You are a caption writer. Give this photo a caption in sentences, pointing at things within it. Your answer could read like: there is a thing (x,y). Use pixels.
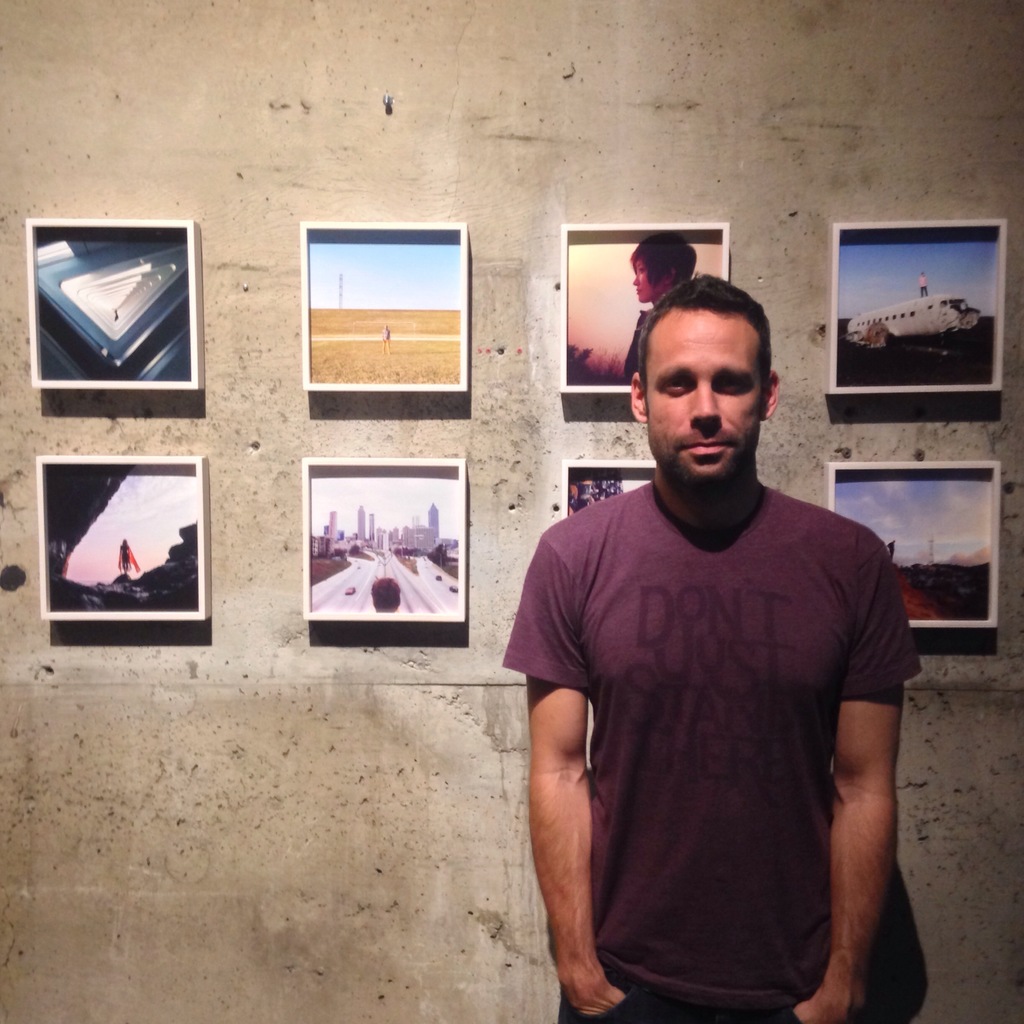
In the foreground of this picture (693,632), there is a man (724,756) standing near a wall (1004,485). In the background (325,289), there are frames (880,303) attached to the wall (19,747).
